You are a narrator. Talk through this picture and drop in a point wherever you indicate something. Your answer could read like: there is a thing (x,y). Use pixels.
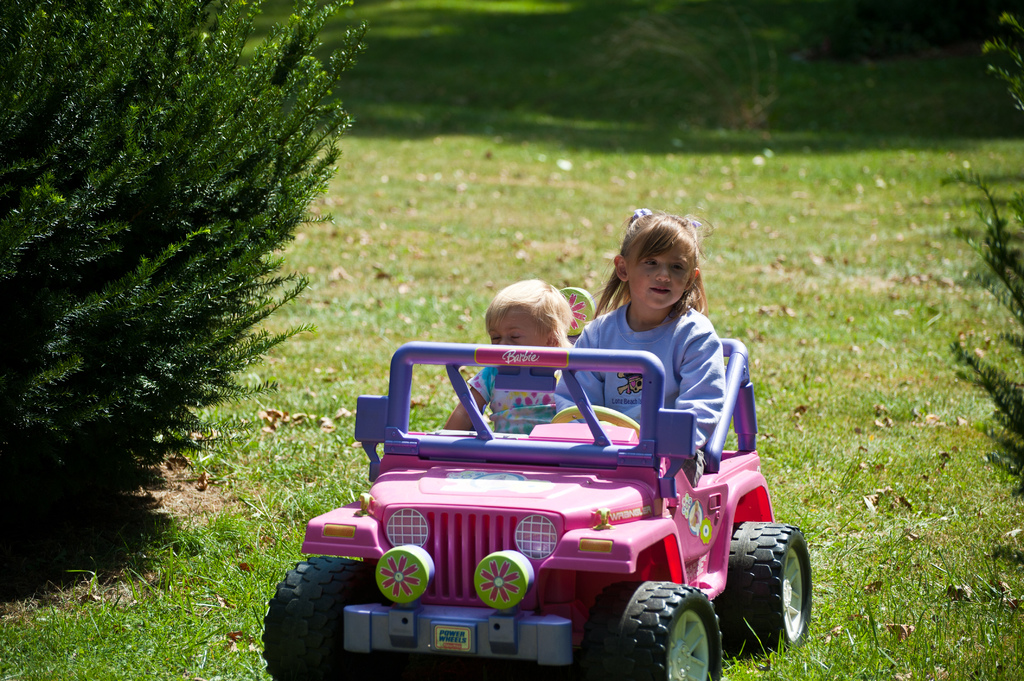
In this image, we can see kids (610,345) in a pink jeep (528,484). There is a plant (110,249) on the left side of the image (59,273). There is a grass (375,350) on the ground (862,366).
